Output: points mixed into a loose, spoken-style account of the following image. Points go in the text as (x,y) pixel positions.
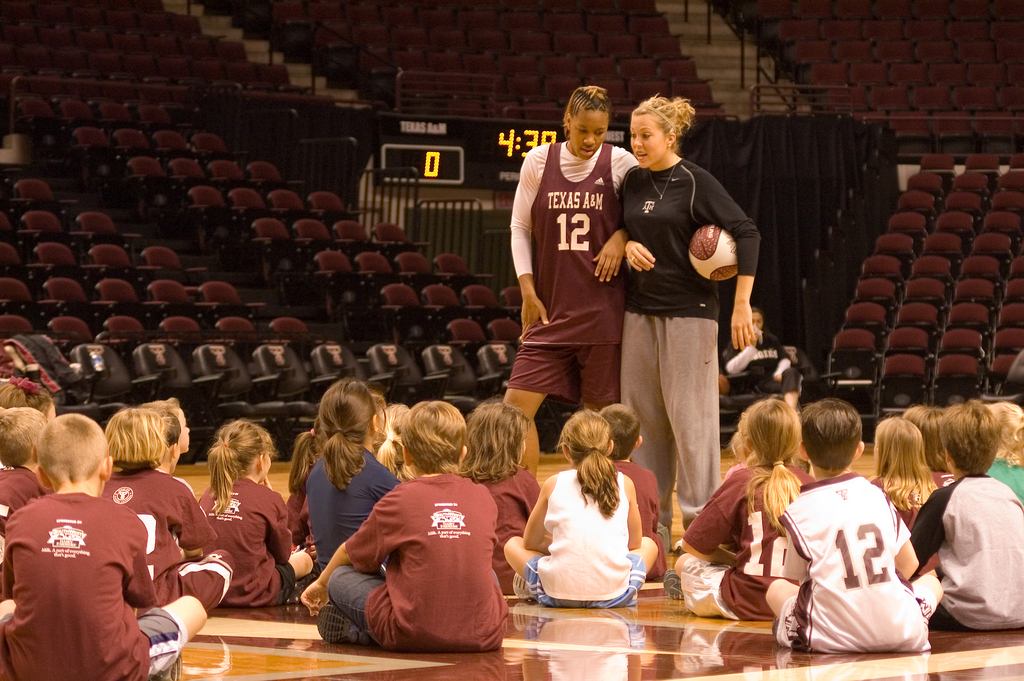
In this image I can see children (578,540) sitting on the floor (590,616). There are 2 women (579,286) standing and a person (626,264) is holding a ball (720,274). There is a digital clock (430,165) and chairs (889,224) at the back (889,224).
